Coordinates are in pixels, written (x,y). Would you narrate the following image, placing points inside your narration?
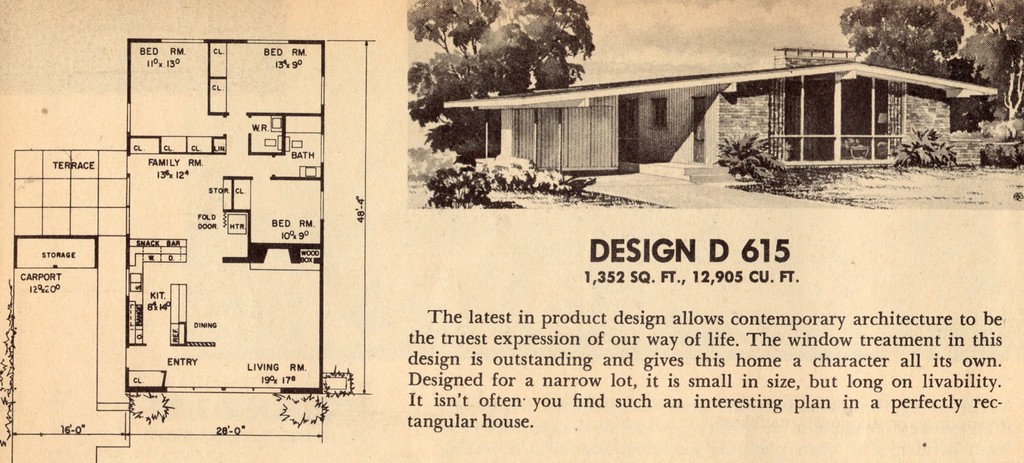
In this image I can see a paper (449,236). There is a building plan (230,274) and building (737,101), also there are trees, plants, words (681,280), numbers (711,285) on the paper (587,62).
